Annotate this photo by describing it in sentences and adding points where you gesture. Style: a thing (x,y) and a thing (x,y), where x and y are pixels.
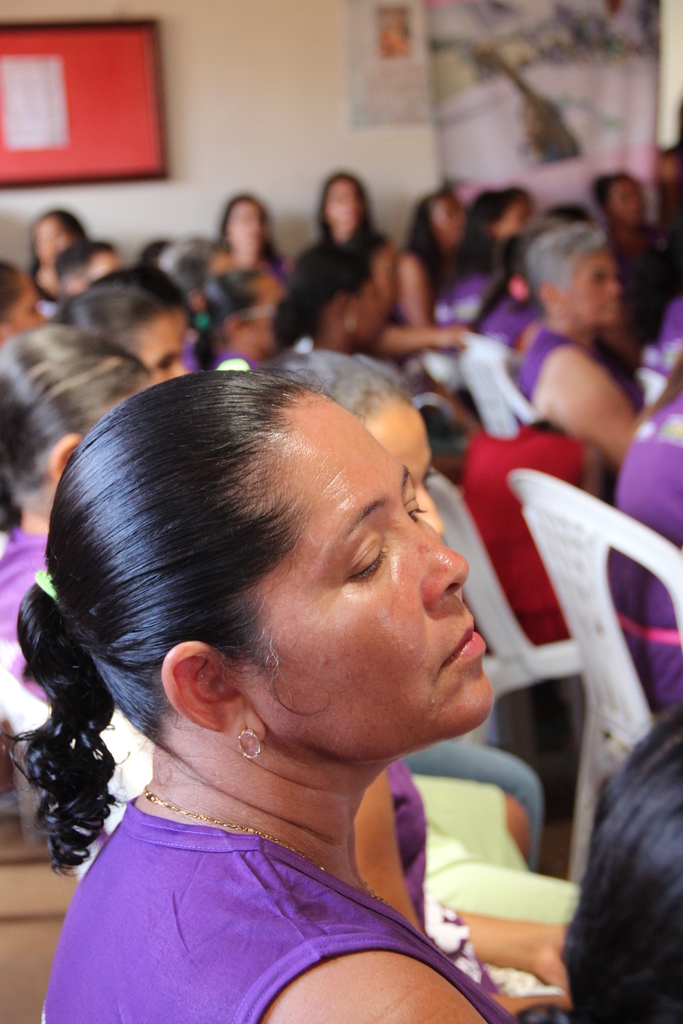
In the foreground of the image (353,493) there is a lady (53,1020). In the background of the image (342,385) there are people (535,247) sitting on chairs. There is wall (313,109). There is a board (149,78).
